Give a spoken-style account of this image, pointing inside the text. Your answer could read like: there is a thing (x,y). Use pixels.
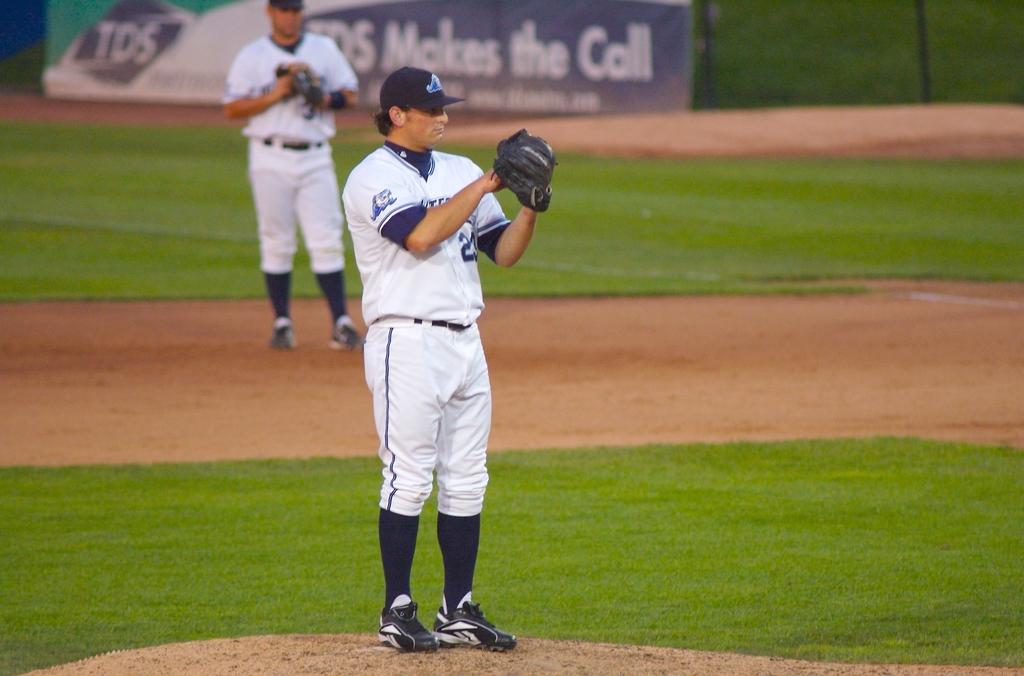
In this image we can see a person (521,205) wearing a cap (408,103) and glove (509,189). There is ground (188,445) and grass (223,220). In the background (317,81) we can see a person (311,42) and a hoarding (617,54).
